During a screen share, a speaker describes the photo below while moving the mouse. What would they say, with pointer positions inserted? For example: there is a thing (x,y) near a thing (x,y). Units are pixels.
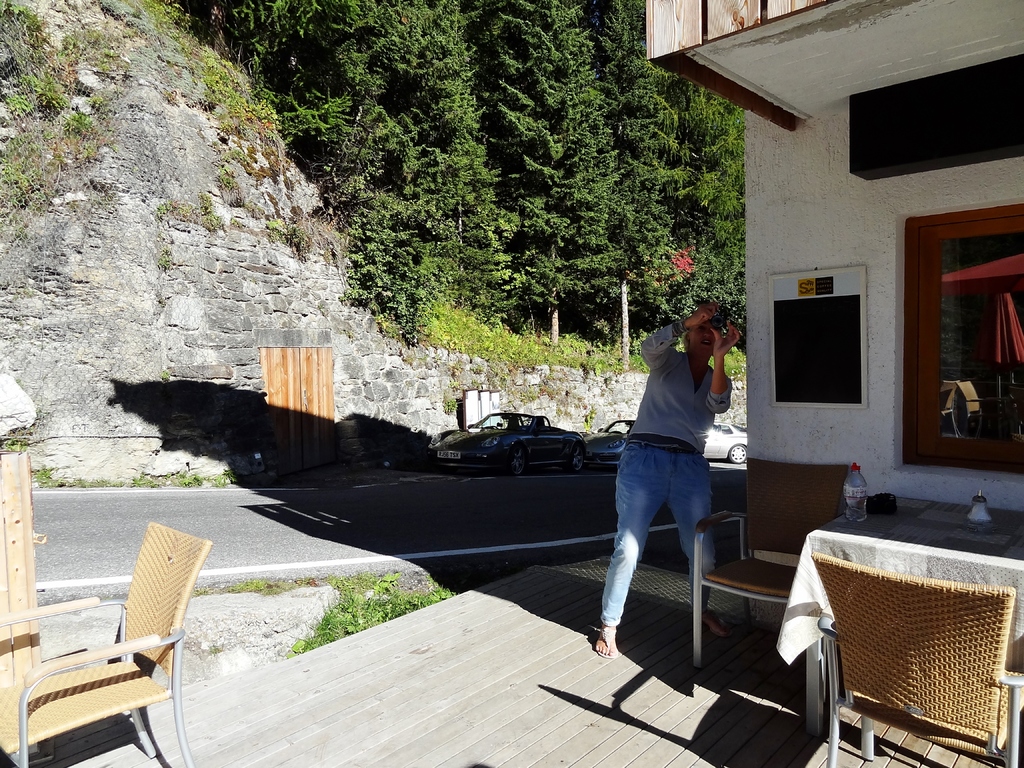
In this picture we can see a bottle (862,518) on the table (920,521), and a woman (716,410) is taking a picture with camera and also we can see a building (790,215) couple of cars (619,424) and couple of trees (516,136).
